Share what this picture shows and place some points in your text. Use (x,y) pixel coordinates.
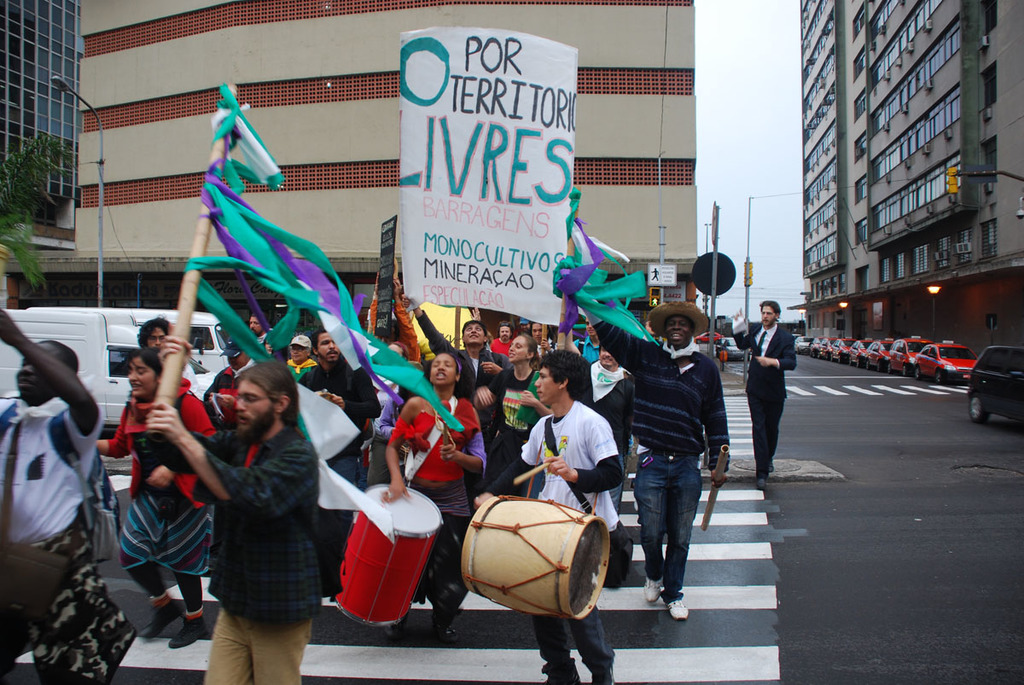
In this image we can see the buildings (627,142), light poles (748,222), lights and also the vehicles (944,376) on the road (903,392). We can also see the people (182,521) walking. We can see the drums (555,519), wooden sticks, ribbons (300,289) and also the banners (471,193) with the text (463,243). We can also see the sky (741,177). On the left (22,167) we can see the trees (18,221).
